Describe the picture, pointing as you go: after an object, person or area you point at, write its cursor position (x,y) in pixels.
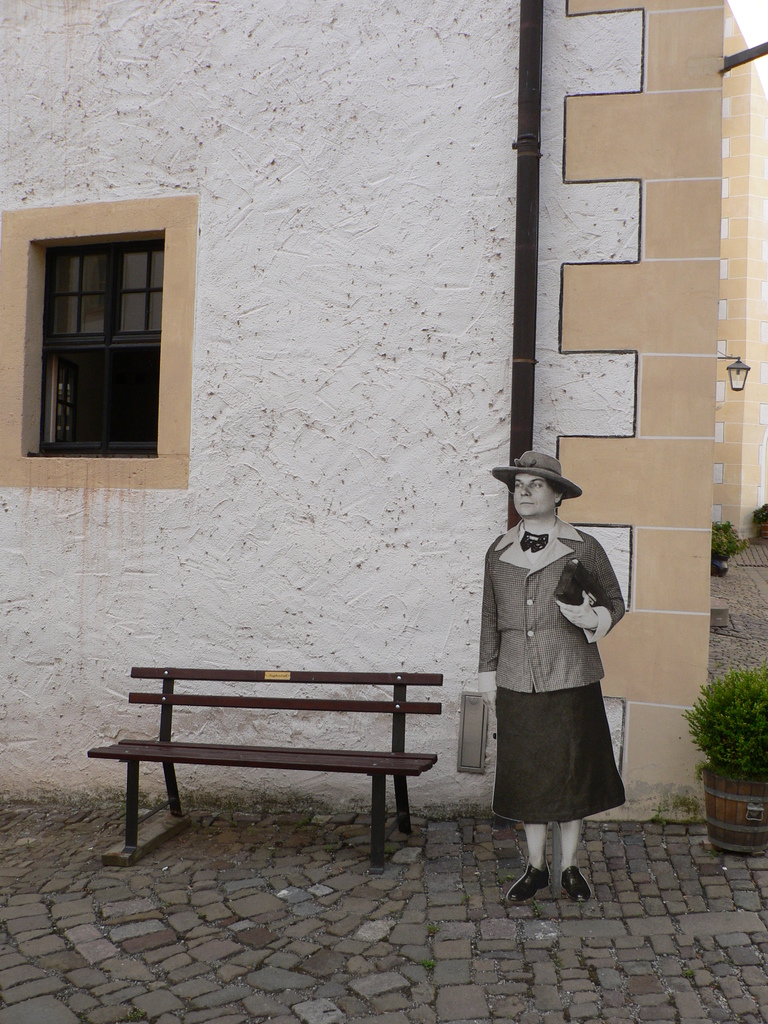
In this image I see a woman (534,589) who is holding a thing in her hand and she is wearing a cap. In the background (451,321) I see the wall (555,52), a window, a bench (377,862) and few plants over here.
